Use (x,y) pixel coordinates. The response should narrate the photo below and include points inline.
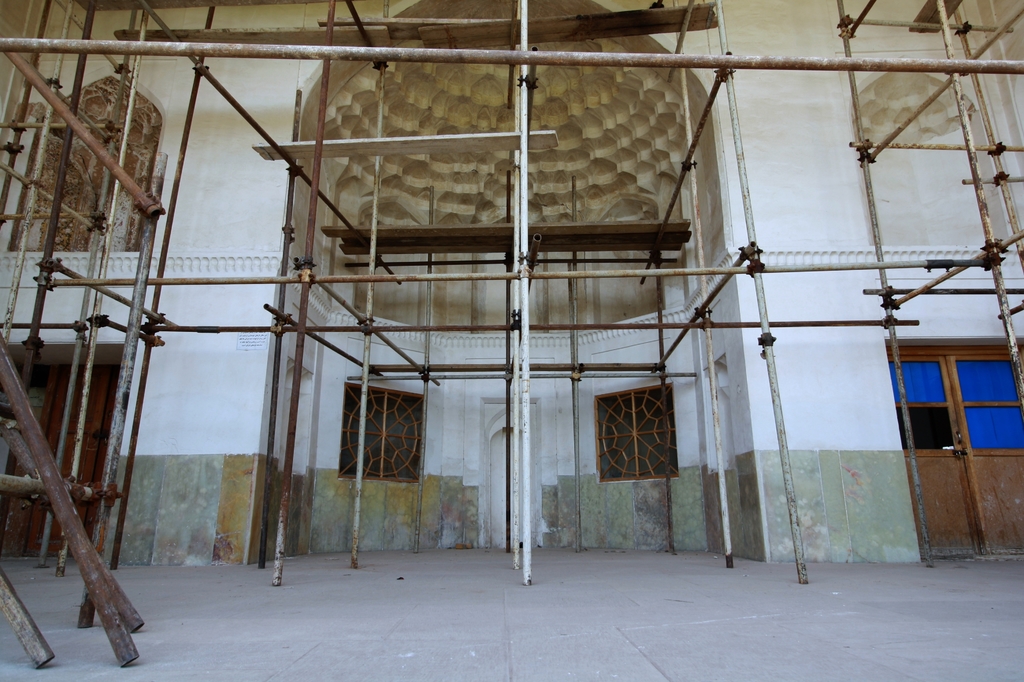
In this image in the center (373,250) there are poles (316,280). In the background (446,320) there is a building (201,307) and there are doors (962,444) and windows (600,456) on the building (230,398).
